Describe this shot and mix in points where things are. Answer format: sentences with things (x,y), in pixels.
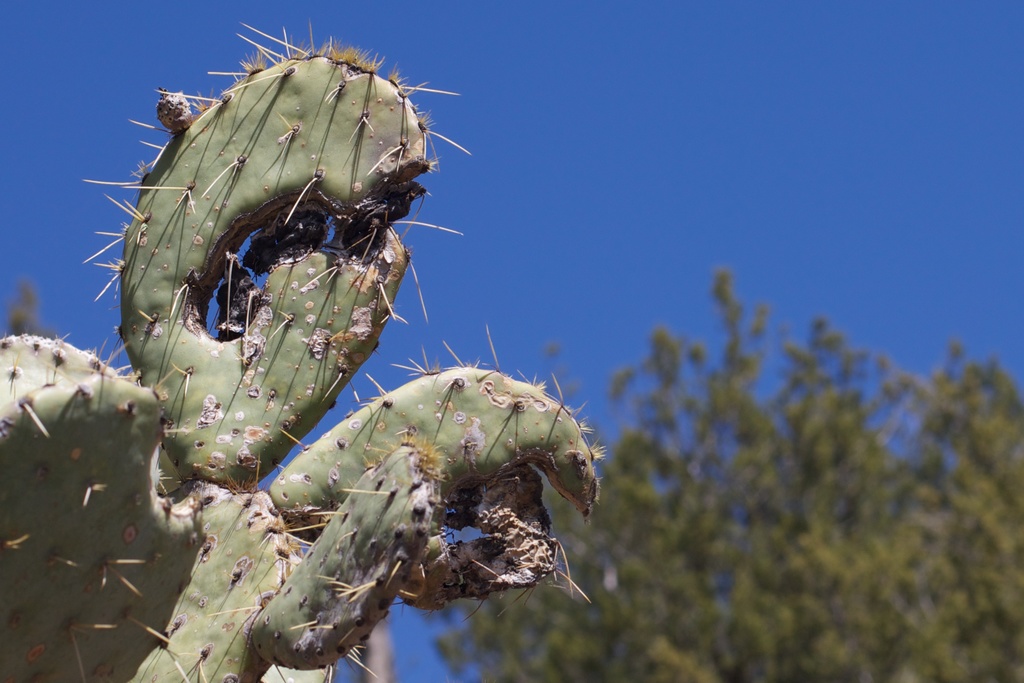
In this picture we can see a plant (290,446), trees (895,591) and in the background (652,163) we can see the sky (652,163).
